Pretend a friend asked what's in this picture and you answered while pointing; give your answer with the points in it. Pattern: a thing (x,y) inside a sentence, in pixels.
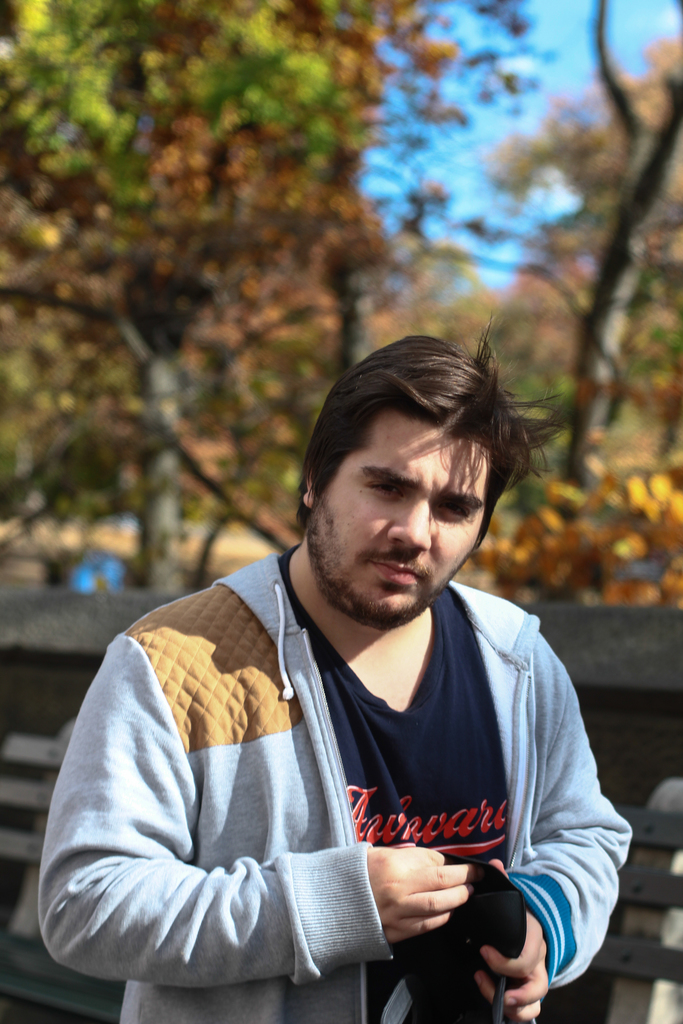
In this image we can see a man (102,768) and behind him we can see trees (353,148) and sky (411,171).
